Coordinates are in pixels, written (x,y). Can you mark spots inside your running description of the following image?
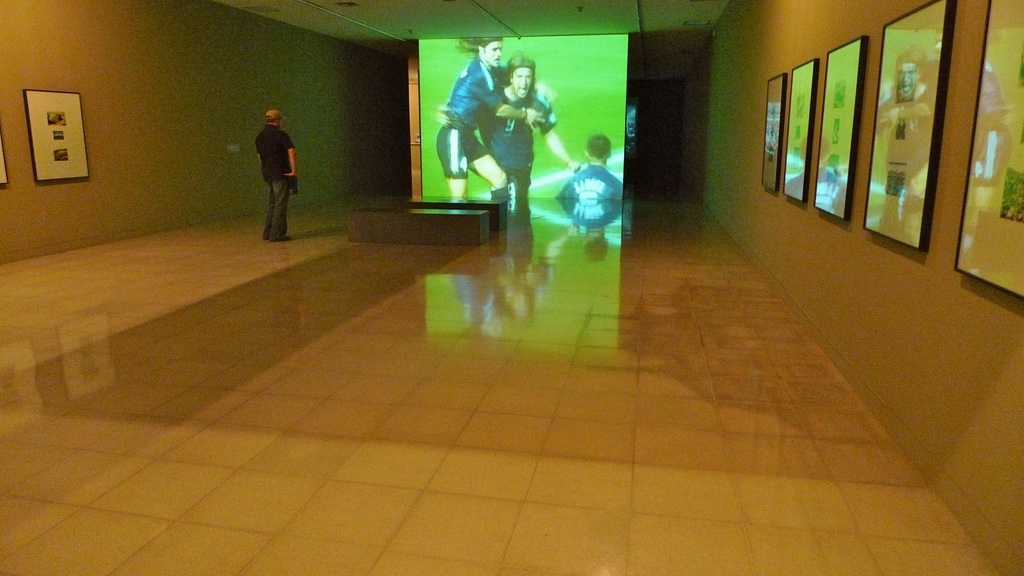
On the right (942,333) we can see frames (809,130) and wall (962,334). In the middle of the picture (465,241) we can see benches (435,201), television screen (455,141) and a person (275,169). On the left (88,145) we can see frames (48,130) and wall (186,72). At the top (304,22) there is ceiling (303,7). At the bottom (368,465) there is floor (465,432).
